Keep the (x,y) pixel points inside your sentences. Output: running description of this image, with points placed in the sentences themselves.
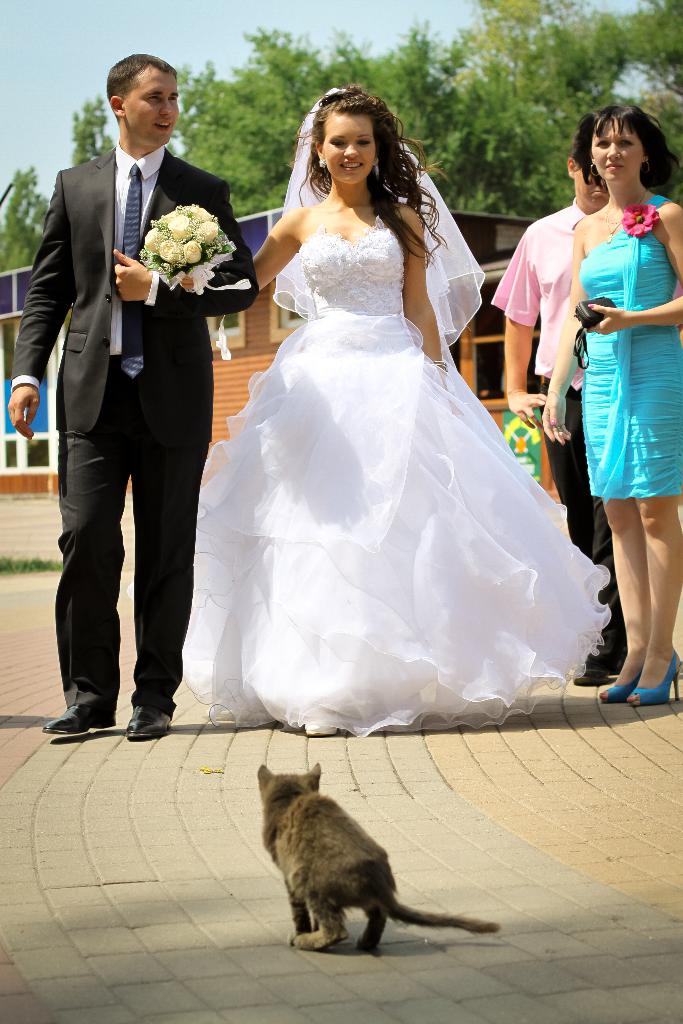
In this image we can see a group of people (241,497) standing on the ground (249,798). In that a woman (279,435) is holding a bouquet (202,242) and the other is holding a pouch (601,315). On the bottom of the image (329,809) we can see a cat (334,821) on the surface (274,925). On the backside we can see a house (254,367) with roof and windows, some trees (238,203) and the sky (110,57).
